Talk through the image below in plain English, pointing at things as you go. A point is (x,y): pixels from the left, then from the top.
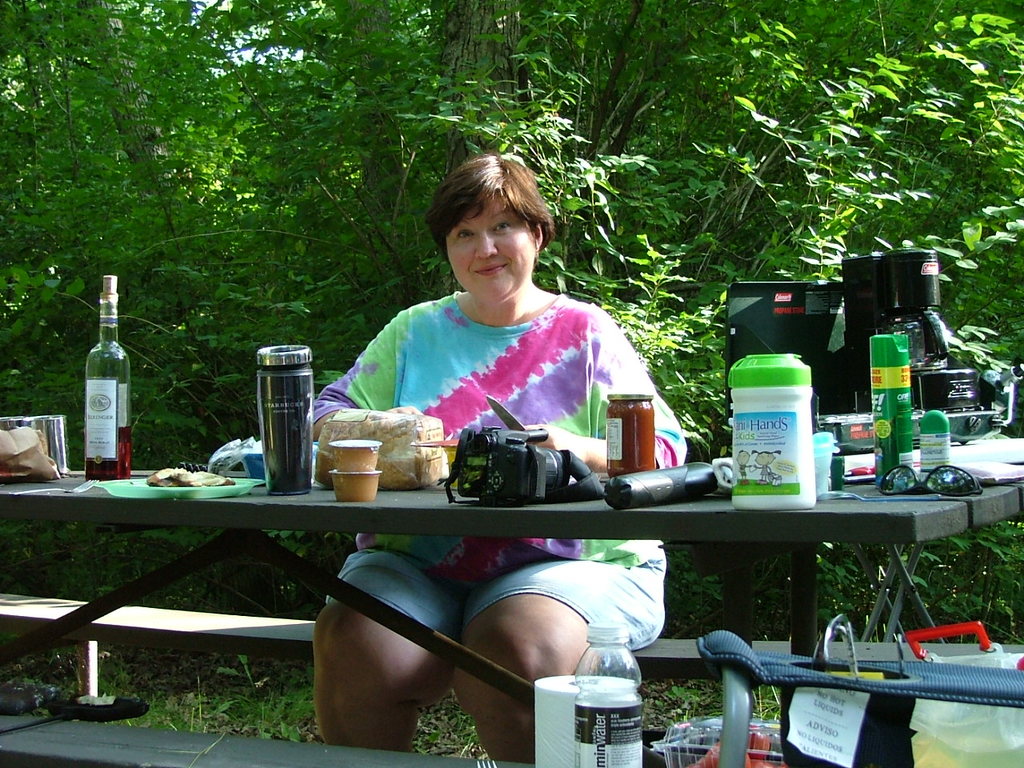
In this picture a lady (571,317) is sitting at the table (433,490) where there are many objects (383,483) placed in front of them which include a glass wine bottle (107,435), few food items (165,468), a bag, camera (478,478) and a coffee maker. In the background (334,172) we observe small trees (591,278). At the bottom of the image (626,695) there are also few objects (627,708) placed in front of the table (461,765) like tissue roll (561,699), water bottle (604,722) and a bag (963,746).
